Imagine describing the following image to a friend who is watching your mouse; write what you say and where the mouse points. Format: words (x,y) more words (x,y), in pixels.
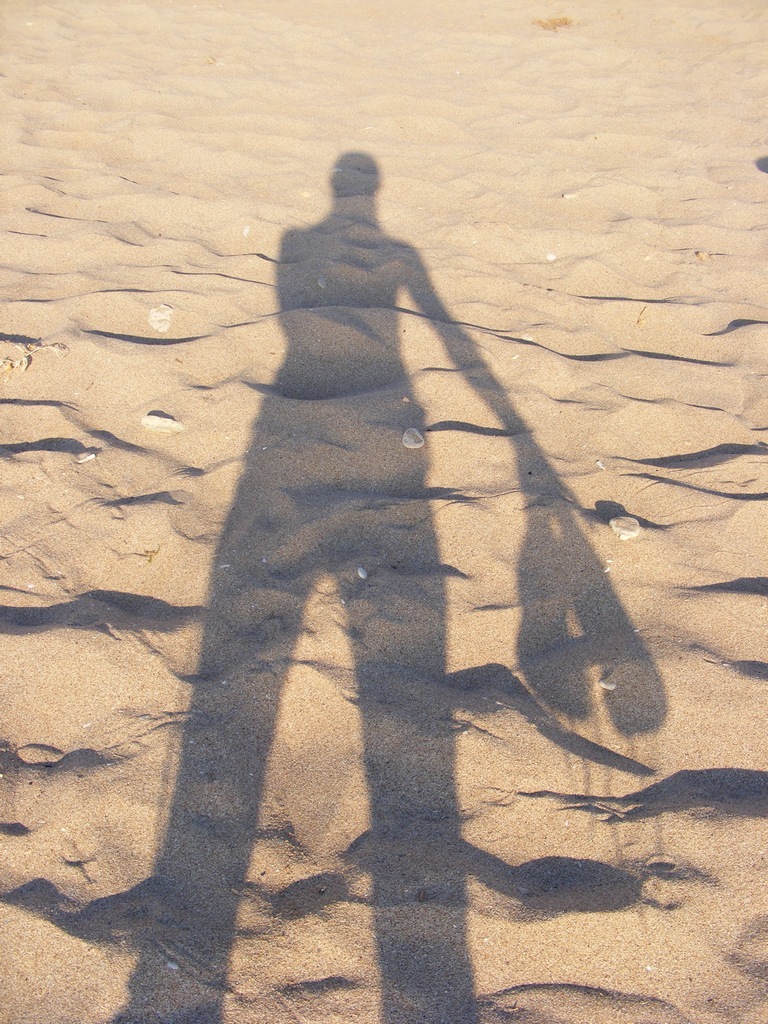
In this image, we can see a person shadow (344,480) on the sand (195,564).
